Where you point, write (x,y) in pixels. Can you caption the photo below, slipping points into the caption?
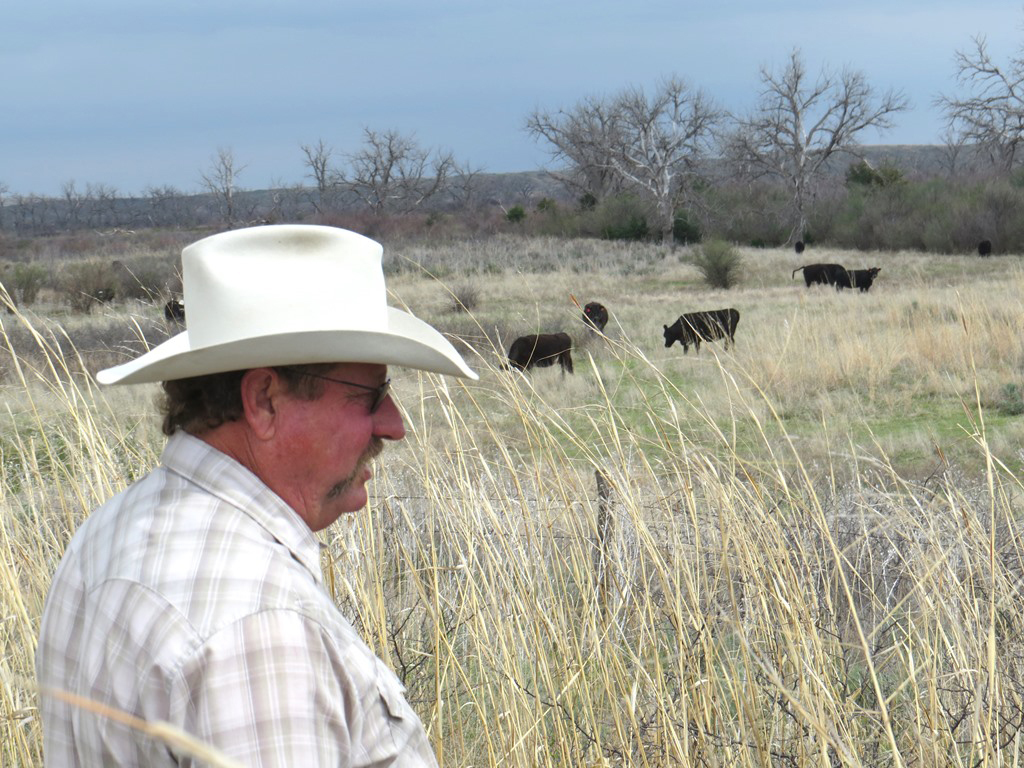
In this picture I can see few cows (584,318) and I can see grass (649,492) on the ground (534,628) and a man (272,619) standing, he is wearing a cap (285,346) and sunglasses (323,379) and I can see trees (581,208) and a blue sky (547,65).
